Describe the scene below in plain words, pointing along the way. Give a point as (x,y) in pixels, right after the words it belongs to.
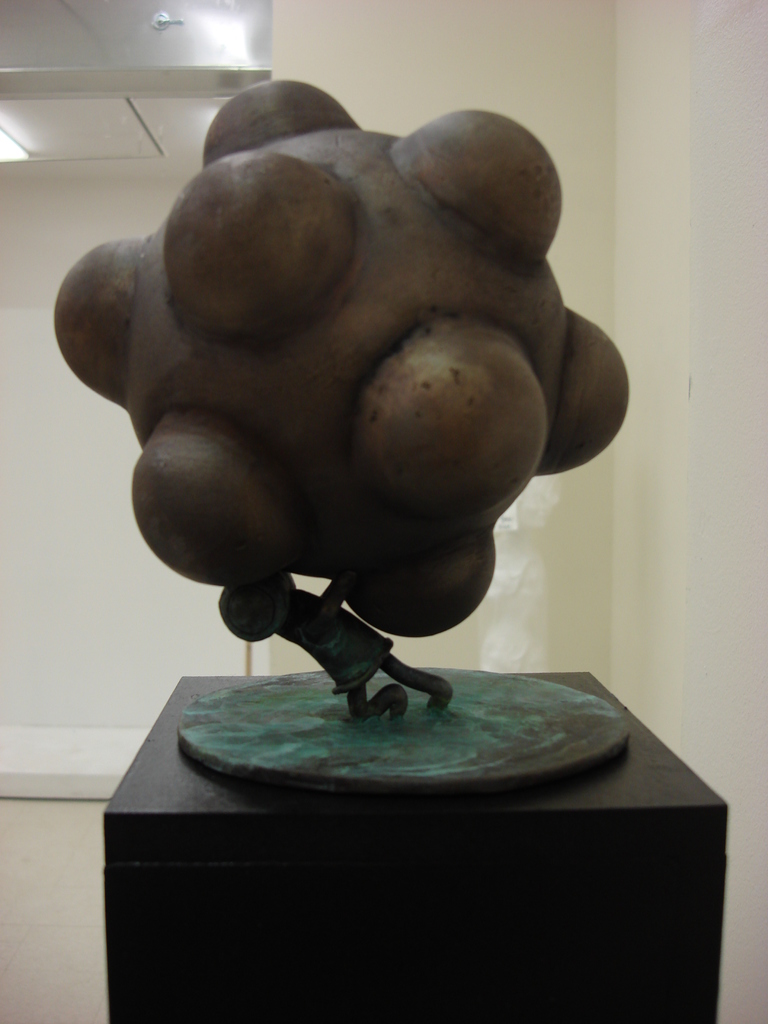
In the center of the image (346,535) we can see a sculpture (435,556) placed on the stand (293,944). In the background (315,586) there is a wall (88,243) and there are lights (9,153).
